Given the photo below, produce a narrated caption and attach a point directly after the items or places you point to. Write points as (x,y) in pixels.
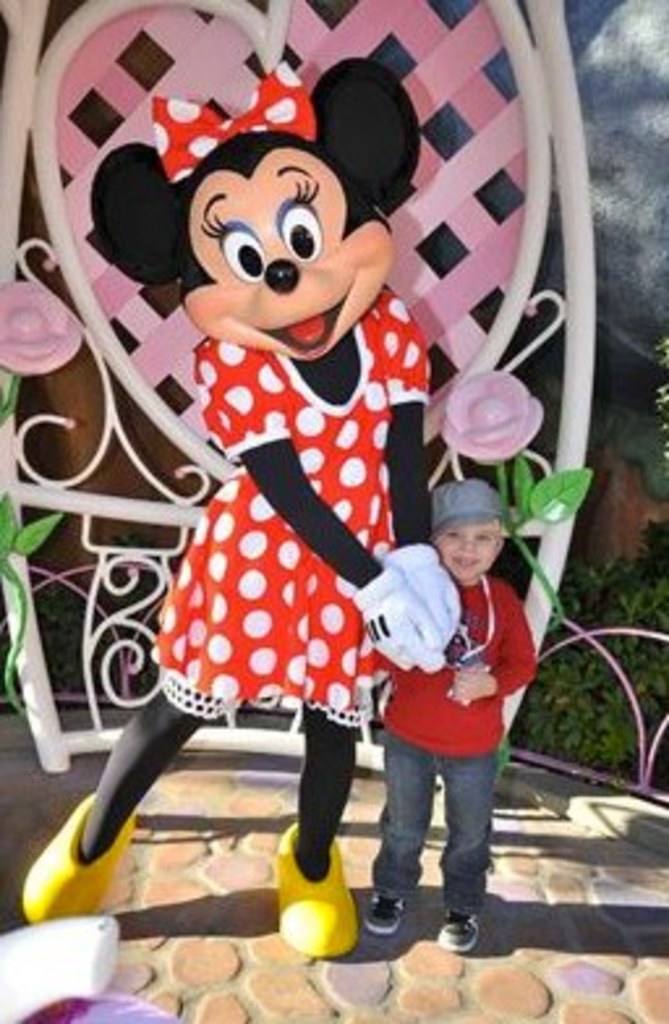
In this image I can see a boy (495,729) standing beside the minnie mouse character (229,250), backside of them there is a colorful fence (539,54) and there are some plants (599,702) visible on the right side (530,704).
